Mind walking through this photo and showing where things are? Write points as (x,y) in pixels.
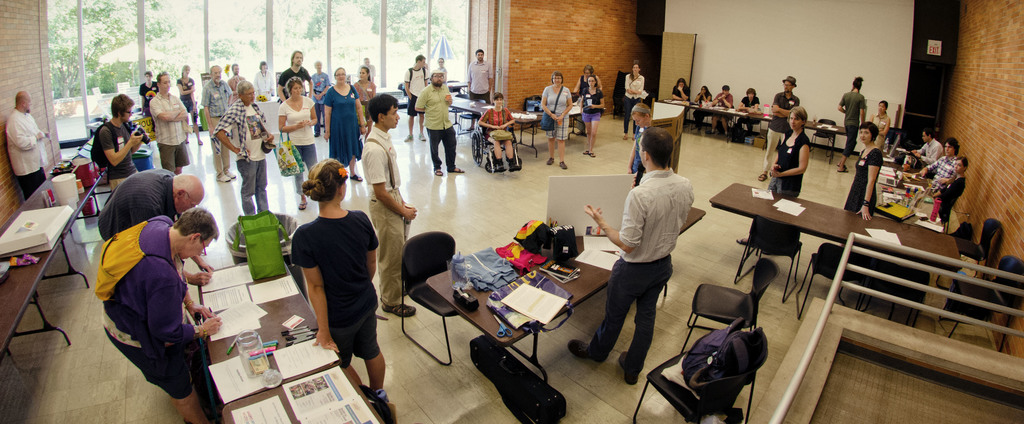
This image is clicked in a room (730,169). There are so many people (341,305) in this room (716,224). There are so many tables (284,395) and chairs (670,381). On the table (289,414) there are books (528,296), papers (278,353), boxes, pens (267,355), bags (513,284), bottles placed on it. There is a wheel chair (497,161) in the middle (474,147) and a person (484,121) is sitting on that. There are trees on the top (287,20).
